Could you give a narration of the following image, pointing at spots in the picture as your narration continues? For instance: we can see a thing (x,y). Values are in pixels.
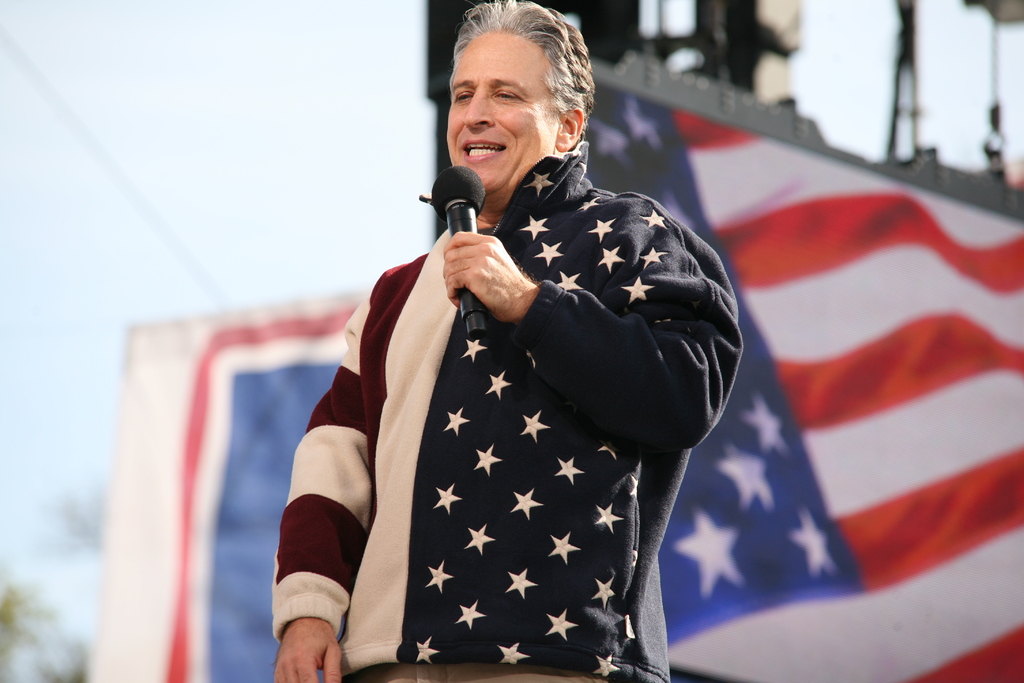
In this picture there is a man (564,460) standing and talking and holding the microphone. At the back (851,386) there is a flag (781,376) and hoarding (124,448) and there are lights (739,32) on the pole (906,20). At the top (308,123) there is sky (226,242) and wire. On the left side of the image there is a tree (23,635).
